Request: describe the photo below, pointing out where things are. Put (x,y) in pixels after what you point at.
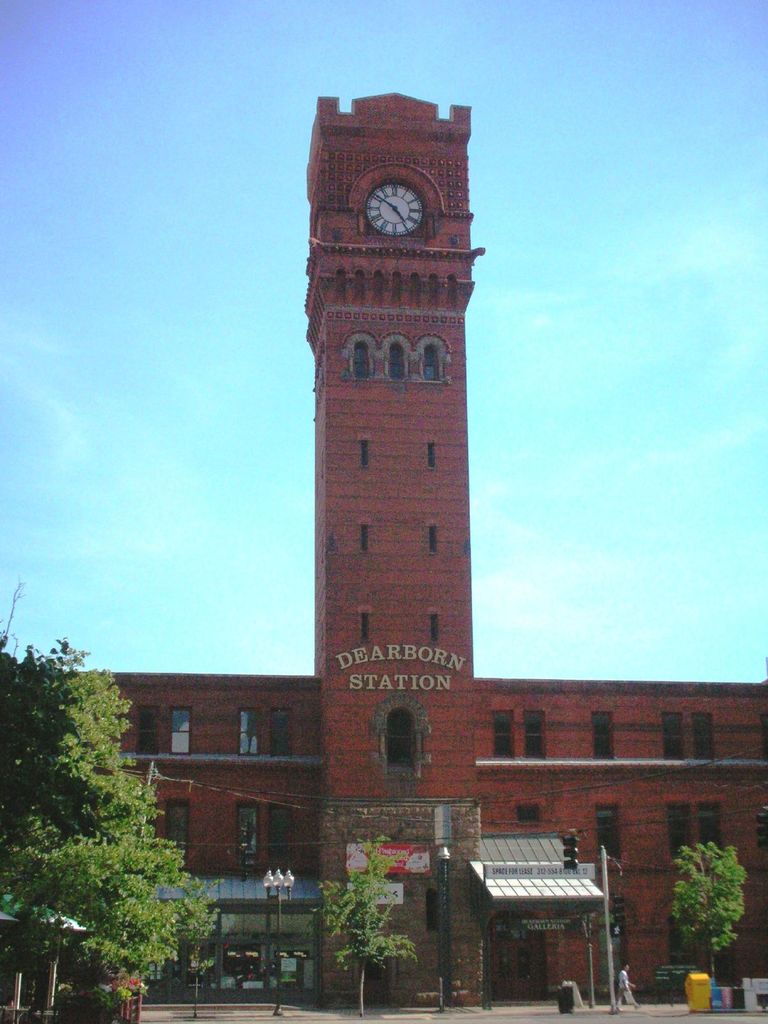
In this image I see the building (370,727) on which there are 2 words (381,667) written over here and I see a clock (387,223) over here and I see a person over here and I can also see few poles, trees (52,678) and I see few things (691,975) over here. In the background (237,505) I see the sky (242,433) which is of blue in color.
